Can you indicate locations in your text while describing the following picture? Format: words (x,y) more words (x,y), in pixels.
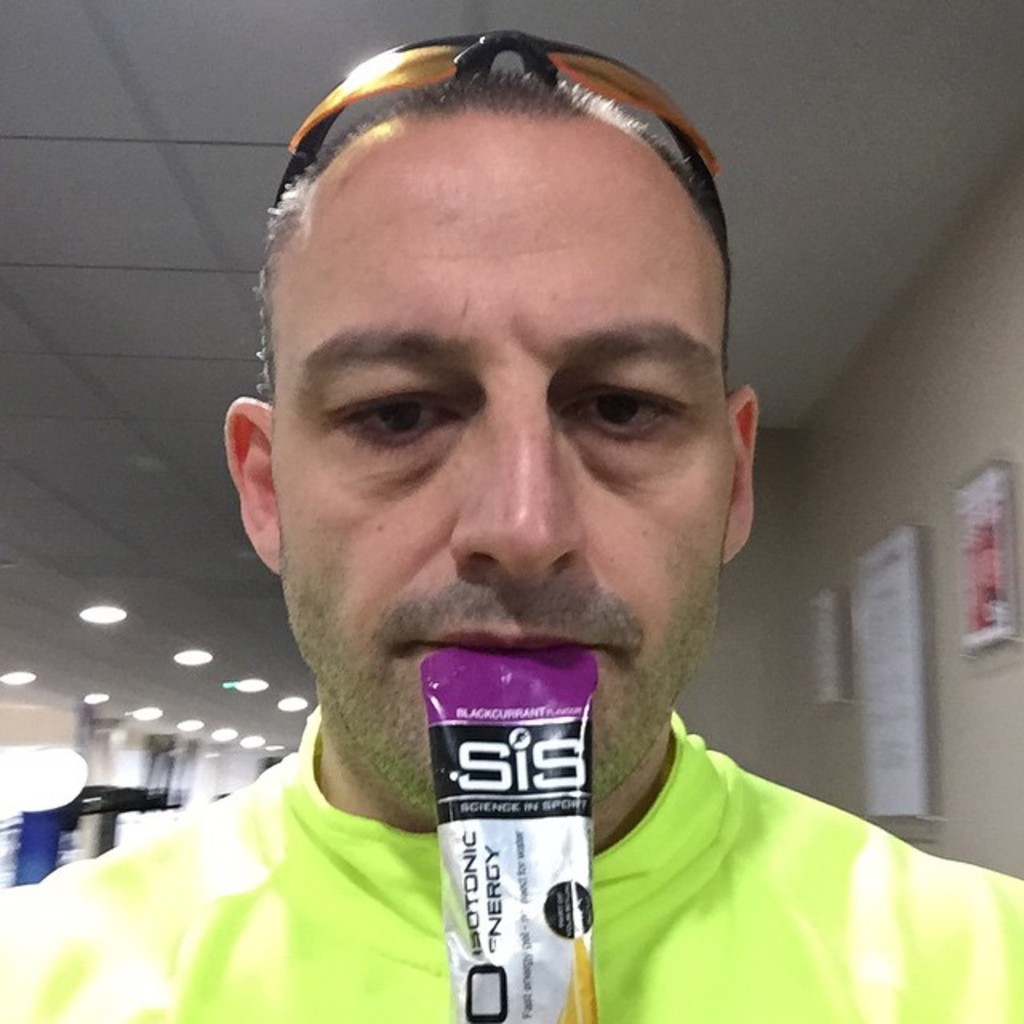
In this image a person (521,130) is wearing a green shirt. He is having goggles (365,66). Behind him few picture frames (870,673) are attached to the wall (1005,708) and few lights (13,681) are attached to the roof (101,675).
